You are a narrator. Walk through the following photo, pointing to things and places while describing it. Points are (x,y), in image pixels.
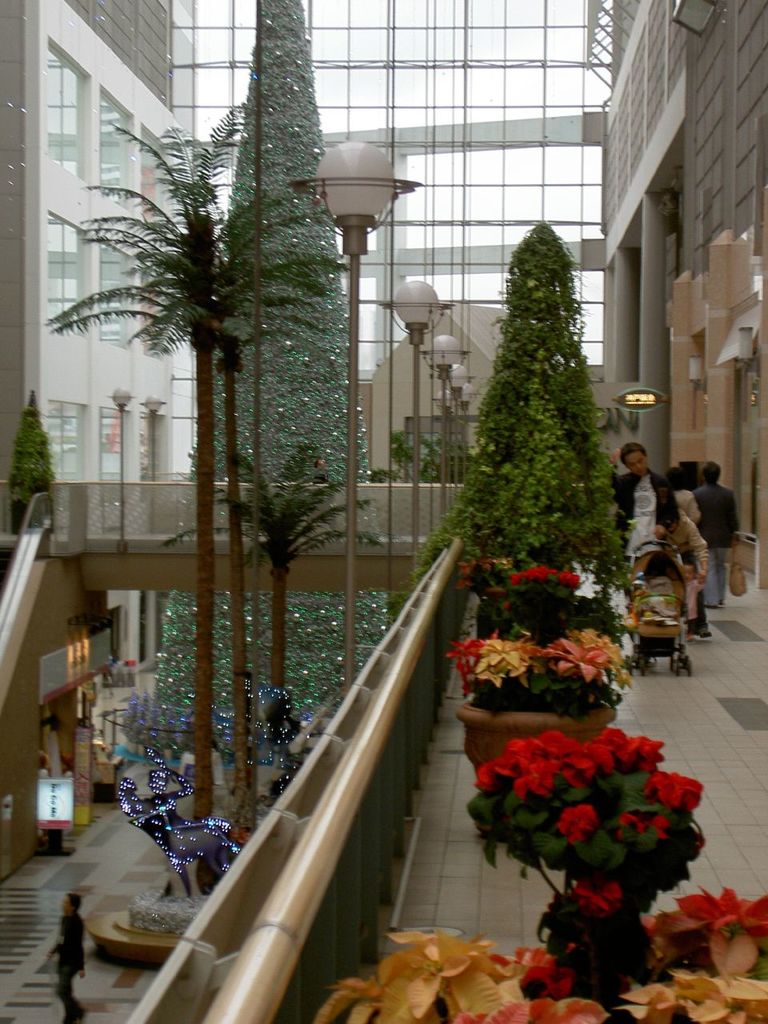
In this image we can see some people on the floor (497,885). In that a person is holding a baby carrier (660,630). We can also see a tree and a statue (287,734) decorated with lights (277,685), a fence (383,801), the railing (312,808), some plants (613,934) with flowers (650,929) in the pots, the sign boards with some text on them, trees (428,470), street poles (354,513) and a building (477,219) with windows (458,254).
